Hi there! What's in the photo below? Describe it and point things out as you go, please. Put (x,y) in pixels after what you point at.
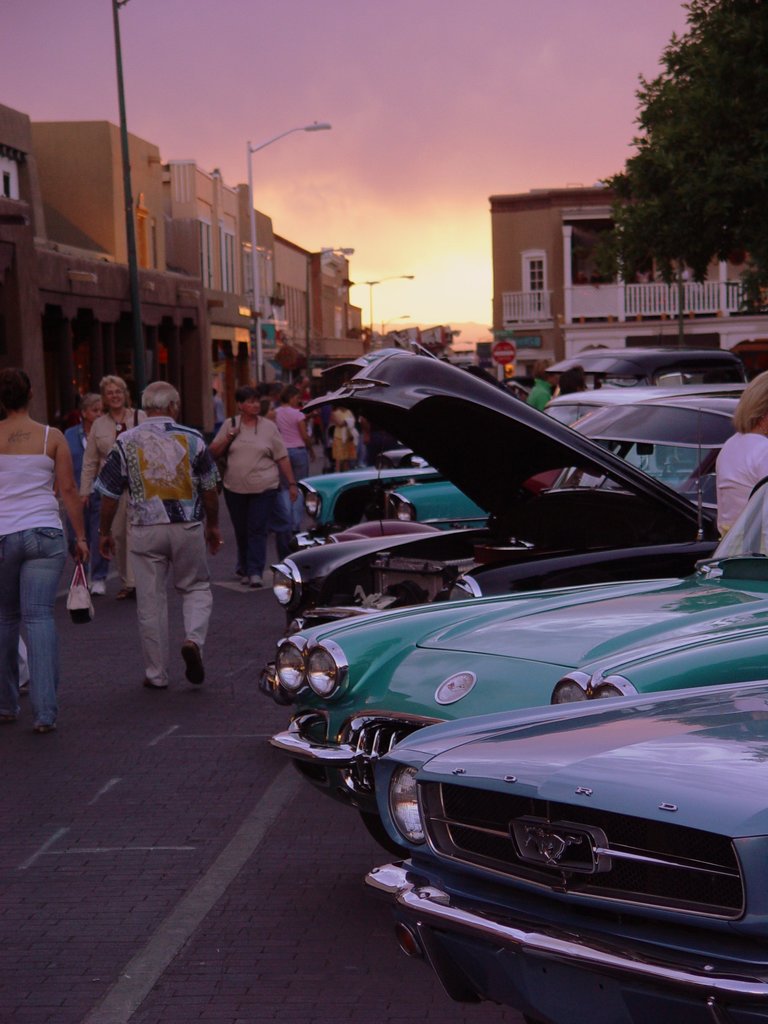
In this image, I can see the cars (477,670), which are parked. There are few people (300,426) walking on the road (166,815). These are the buildings (342,287). I can see the street lights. This is the sky (422,101). On the right side of the image (649,235), I can see a tree (724,152).
